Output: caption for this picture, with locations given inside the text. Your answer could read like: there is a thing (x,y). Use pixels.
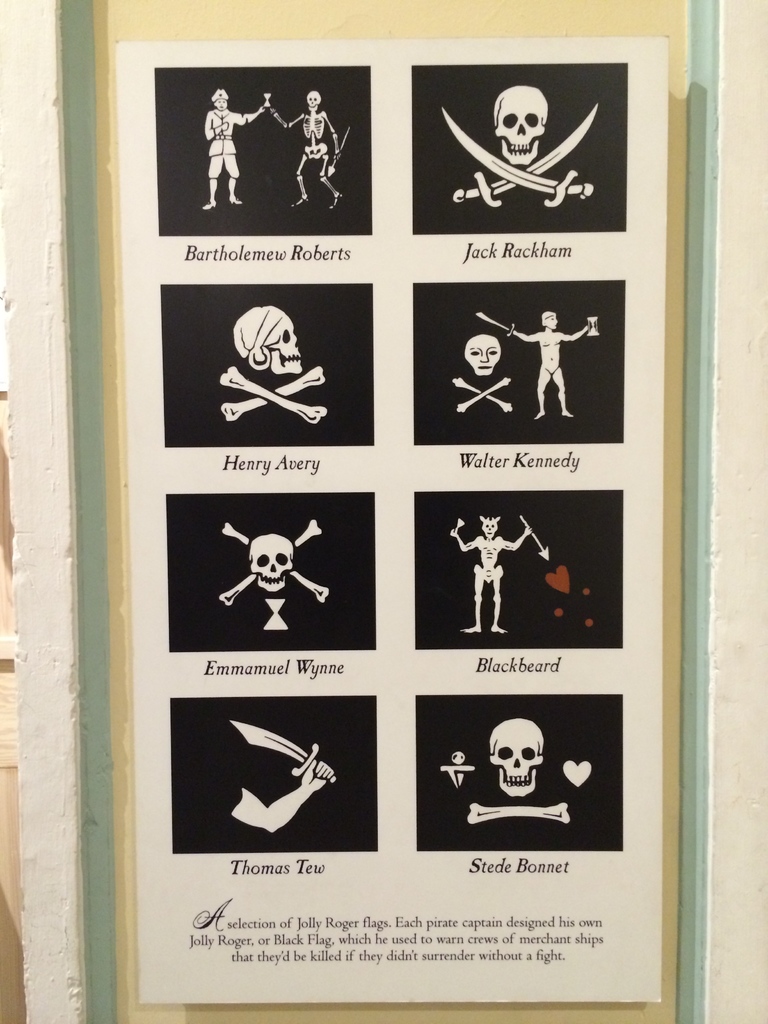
In this picture we can see a photo frame (237,519) with some skull images (237,540) and text (231,464) on the wall (112,594).
